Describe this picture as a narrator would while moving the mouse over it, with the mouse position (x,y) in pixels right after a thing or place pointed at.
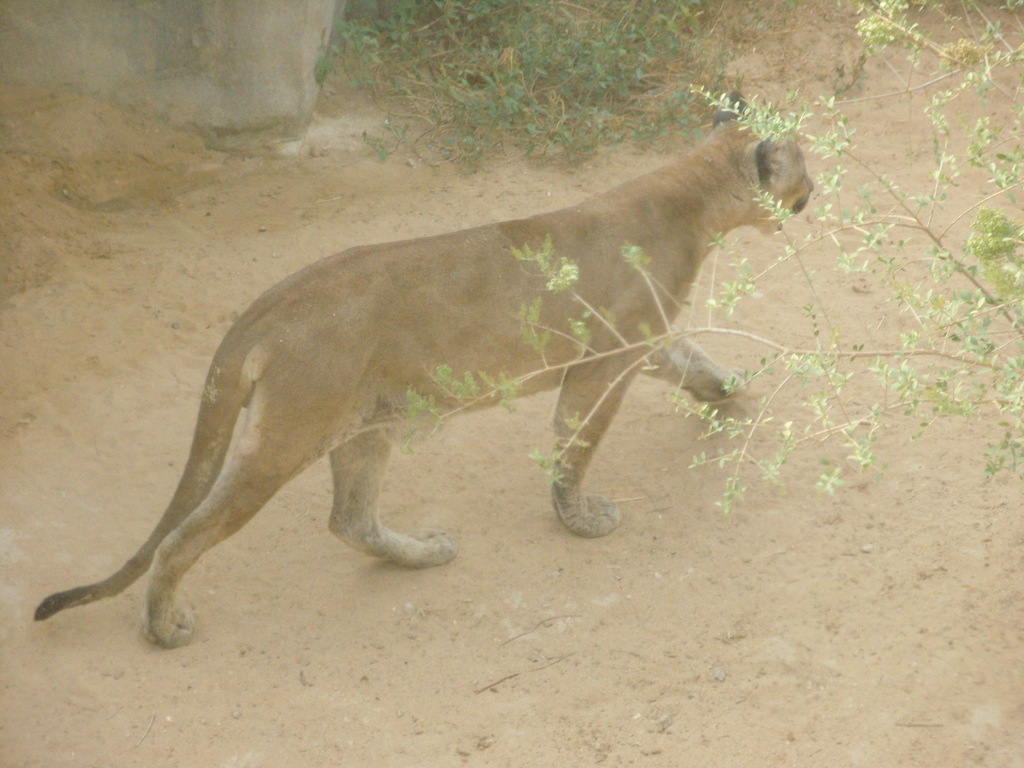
In this image I can see an animal (662,269) walking on road (614,462). It is brown and white color. I can see trees (375,53) and mud (144,248).
